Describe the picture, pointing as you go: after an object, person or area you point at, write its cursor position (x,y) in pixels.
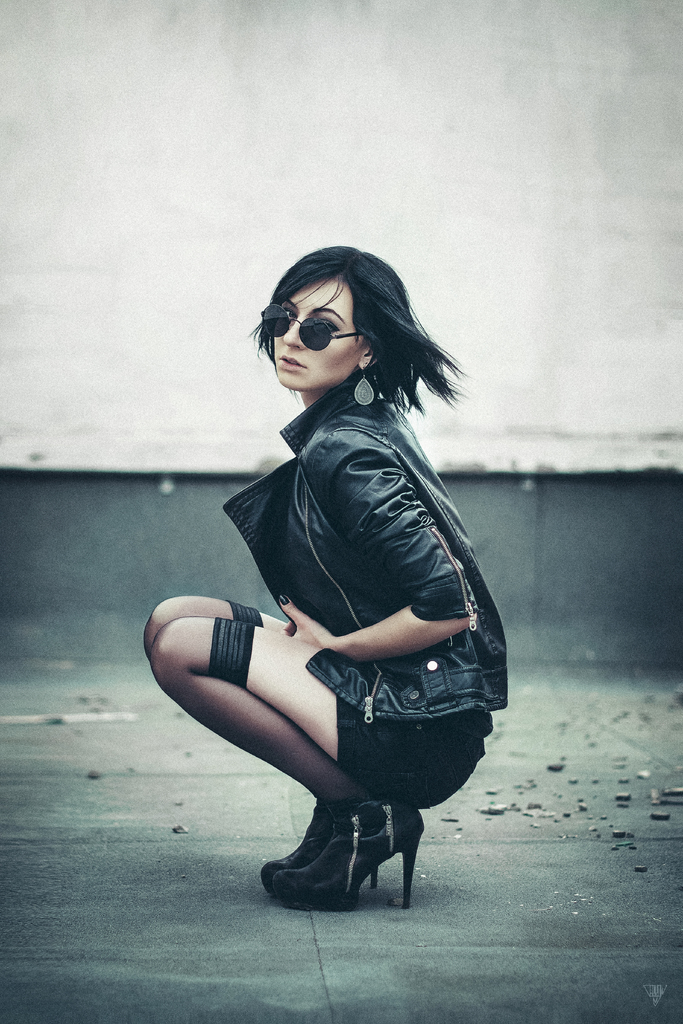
In the center of the picture (336,387) there is a woman (338,686) in black dress (347,684). At the bottom (659,815) there are stones (582,805) on the ground (122,818). In the background (225,192) it is wall (400,150).
